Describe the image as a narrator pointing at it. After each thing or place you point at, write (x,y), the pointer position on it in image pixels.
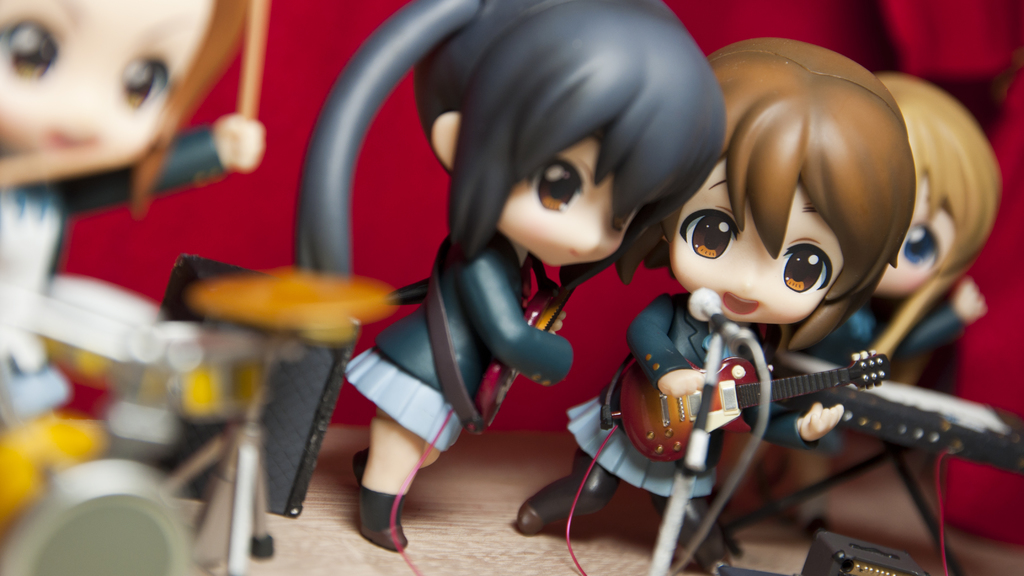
In this picture we observe four women dolls (742,269) who are playing musical instruments (897,427).
